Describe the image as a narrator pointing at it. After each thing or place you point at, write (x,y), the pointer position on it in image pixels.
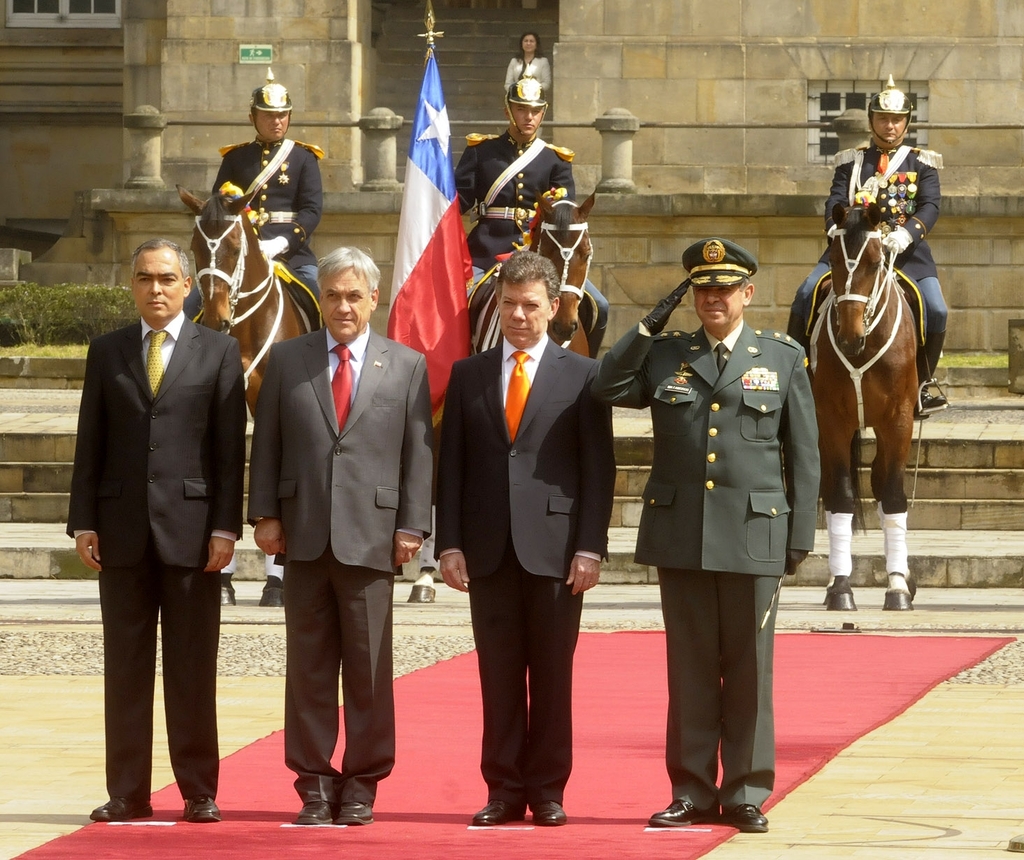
Here we can see a group of people (706,369) are standing on the floor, and at back (904,237) 3 persons (892,240) are sitting on the horse (859,245) and there is a flag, and at back a woman (526,58) is standing, and here is the building (784,73).
